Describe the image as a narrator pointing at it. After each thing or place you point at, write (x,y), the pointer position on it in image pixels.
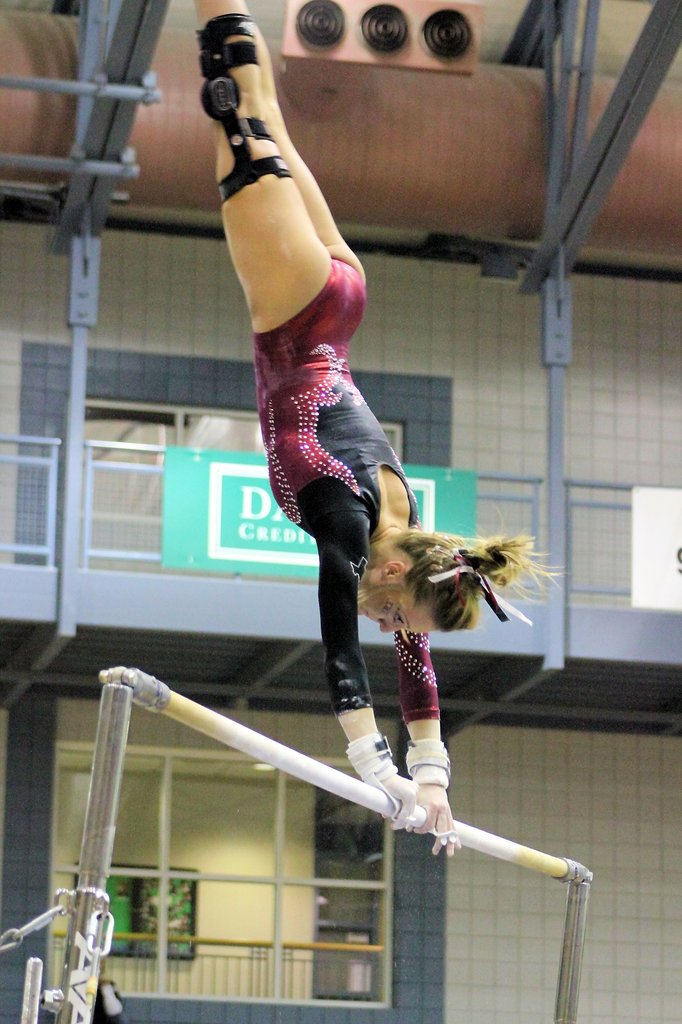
In this image I can see the person (269,466) in the air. The person (297,389) is wearing the red and black color dress (290,466). She is holding the rod (363,801). In the back (196,229) there is a building (22,249) and I can see the board (272,525) and railing (571,486) to the building (594,462).
